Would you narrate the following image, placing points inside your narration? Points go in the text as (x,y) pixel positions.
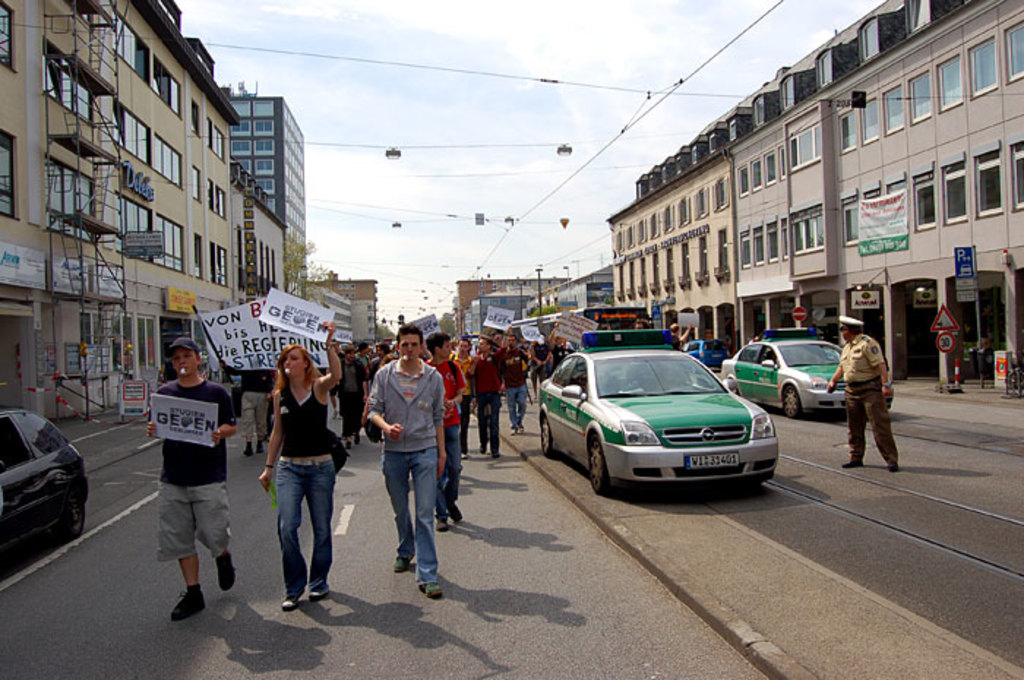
In this image we can see cars (619,415) and persons (324,415) on the road (755,482). On the right (948,226) and left side of the image (8,8) we can see vehicles (614,402), sign boards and buildings (133,259). In the background (424,264) we can see wires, buildings (372,318) and sky (416,116).
